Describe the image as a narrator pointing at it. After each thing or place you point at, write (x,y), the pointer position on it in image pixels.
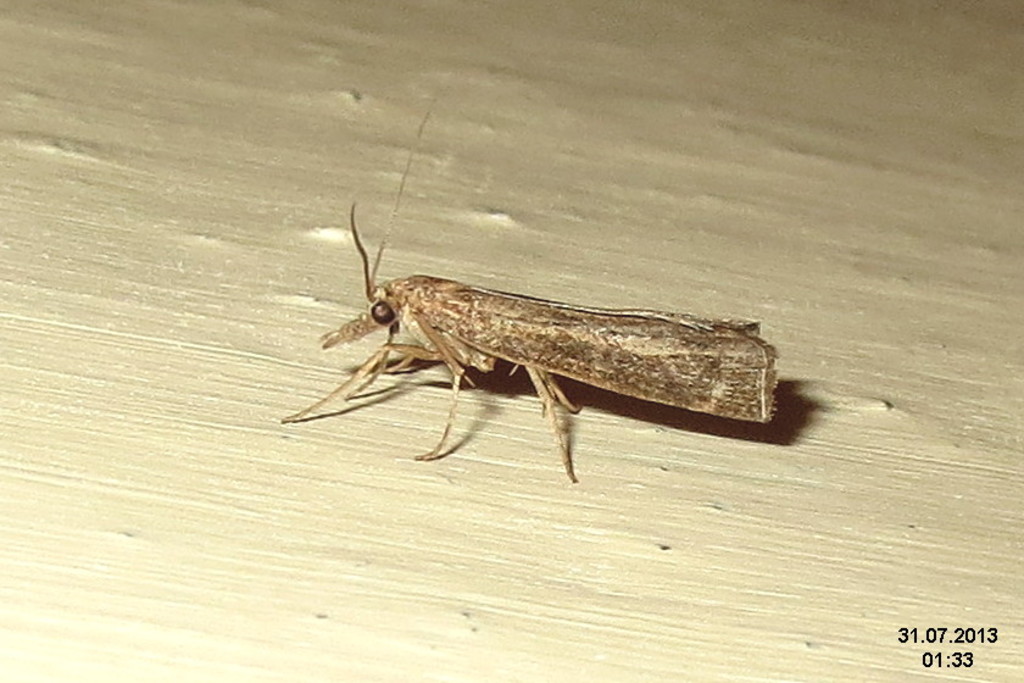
In the foreground of this image (527,490), there is an insect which seems like on a wooden surface (54,223).
